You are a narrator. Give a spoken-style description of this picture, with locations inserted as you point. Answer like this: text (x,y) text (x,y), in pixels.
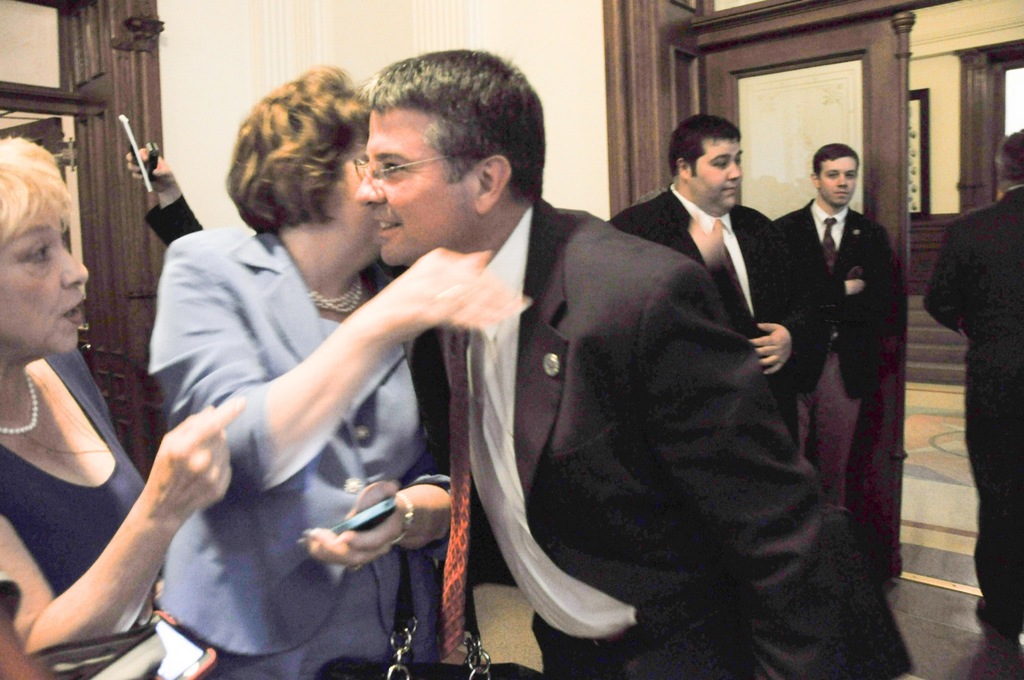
In this image I can see on the right side (995,289) few men (841,295) are standing, they are wearing coats (746,324), ties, shirts (741,277). In the middle (477,263) a man (495,358) is hugging a woman (347,330), on the left side (16,278) there is a woman (82,451), she is talking.
